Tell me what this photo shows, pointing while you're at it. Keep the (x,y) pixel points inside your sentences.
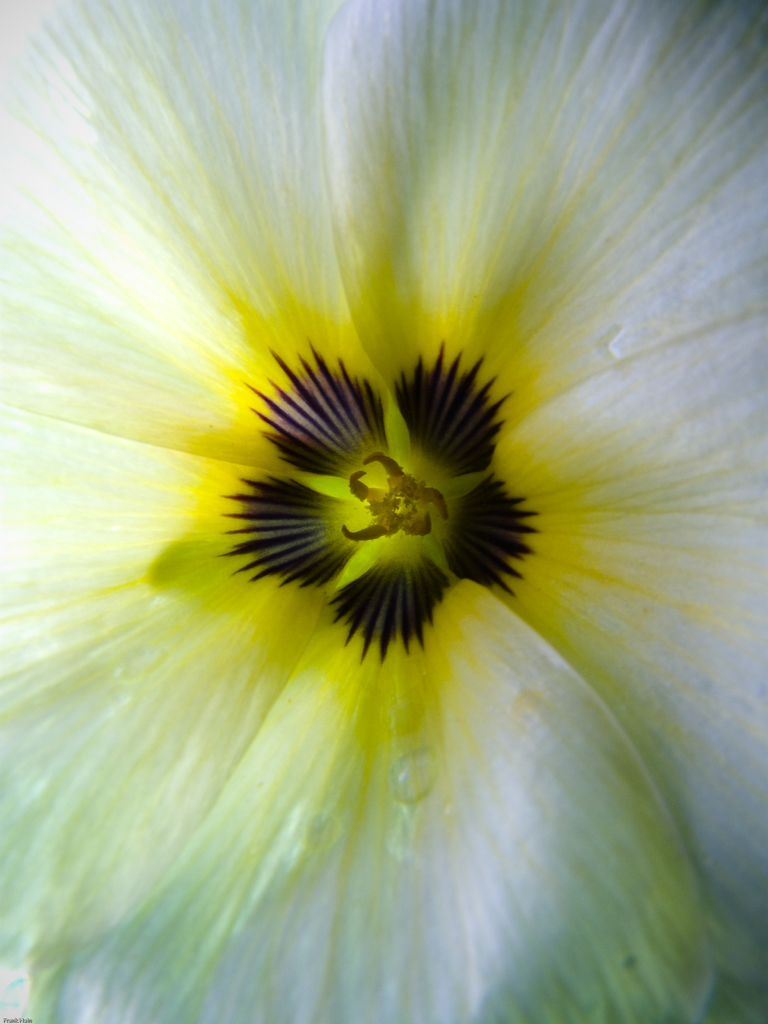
In this image I can see the flower (207,173) which is in white, yellow and black color.
